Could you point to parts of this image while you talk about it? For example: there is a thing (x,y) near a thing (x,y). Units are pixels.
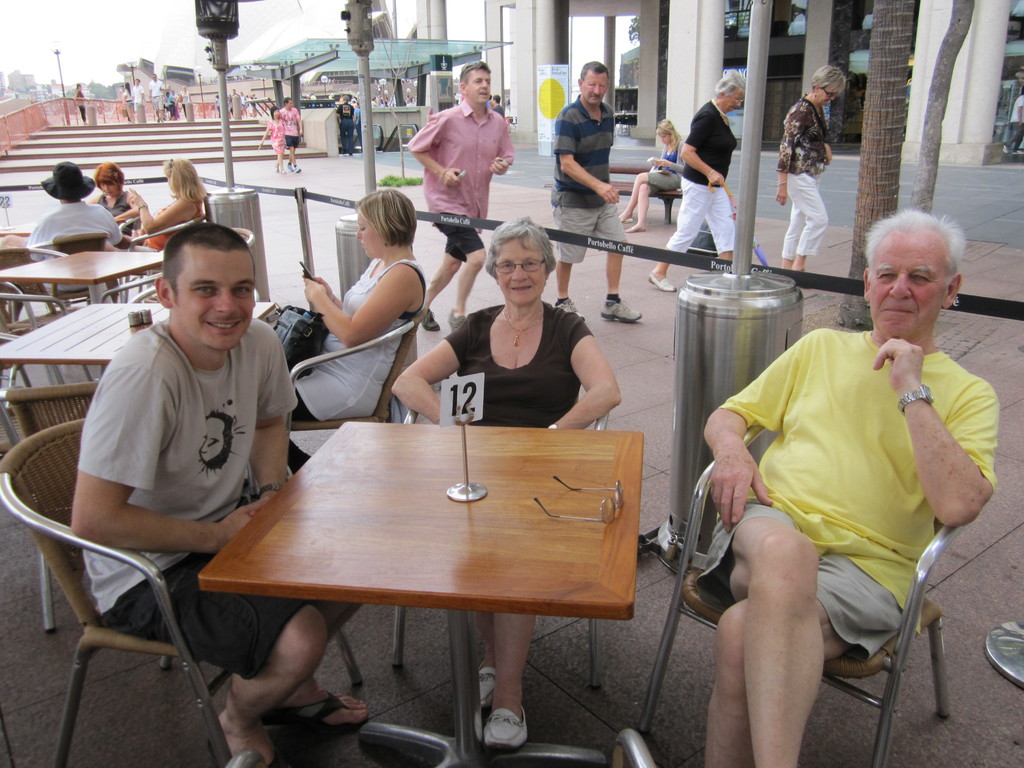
This picture shows a group of people (571,319) seated on the chairs (135,567) and few are walking and man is running and we see stairs (61,130) and a house (719,35) and couple of trees (884,82) and we see tables (108,349).
